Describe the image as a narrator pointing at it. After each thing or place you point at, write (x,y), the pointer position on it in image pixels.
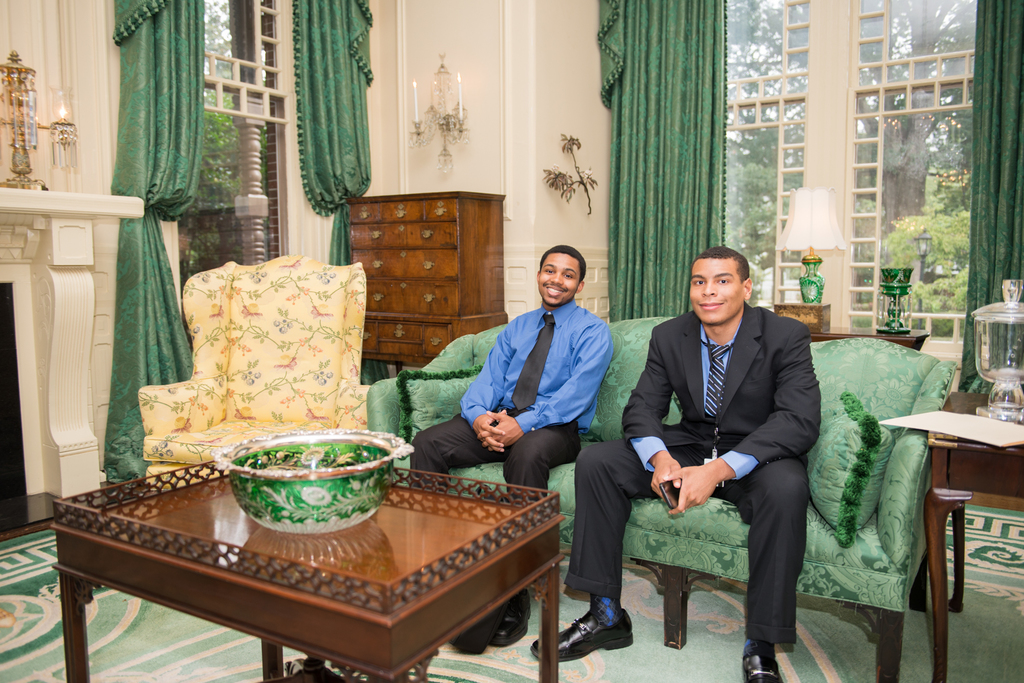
In this picture there are two men (786,501) sitting and smiling on the couch (901,442) and in the background (686,109) is a curtain (158,161) and lamp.
